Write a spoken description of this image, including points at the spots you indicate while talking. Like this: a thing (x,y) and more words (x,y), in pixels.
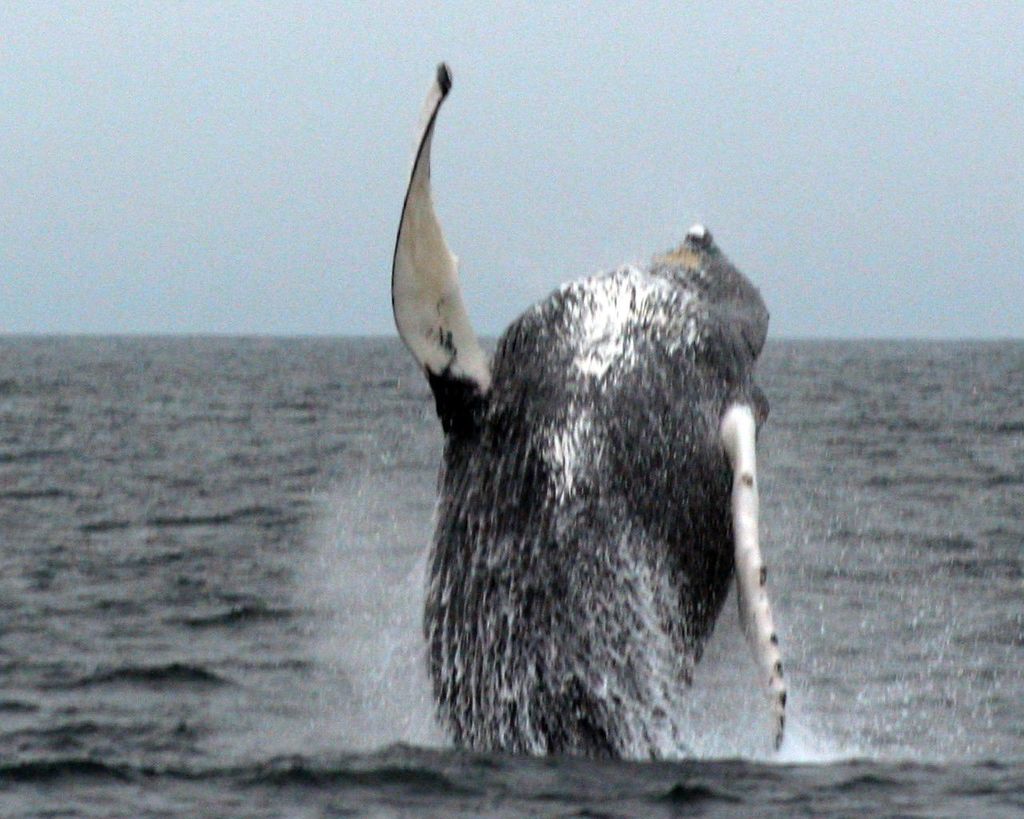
In the background (786,73) we can see the sky (513,108). In this picture we can see the water (421,656) and a water animal (606,602).
